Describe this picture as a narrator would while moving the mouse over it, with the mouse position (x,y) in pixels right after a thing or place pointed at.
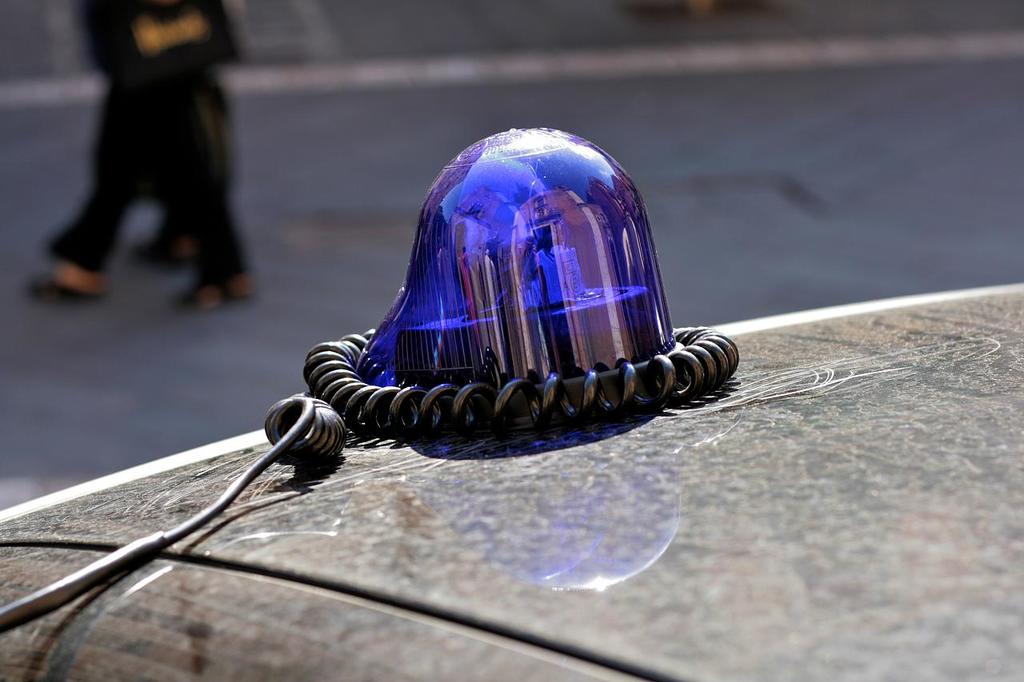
This is a revolving light bulb (481,381) with a wire (475,415), which is fixed at the top of the vehicle (597,444). In the background (190,269), I can see a person (143,160) walking.
